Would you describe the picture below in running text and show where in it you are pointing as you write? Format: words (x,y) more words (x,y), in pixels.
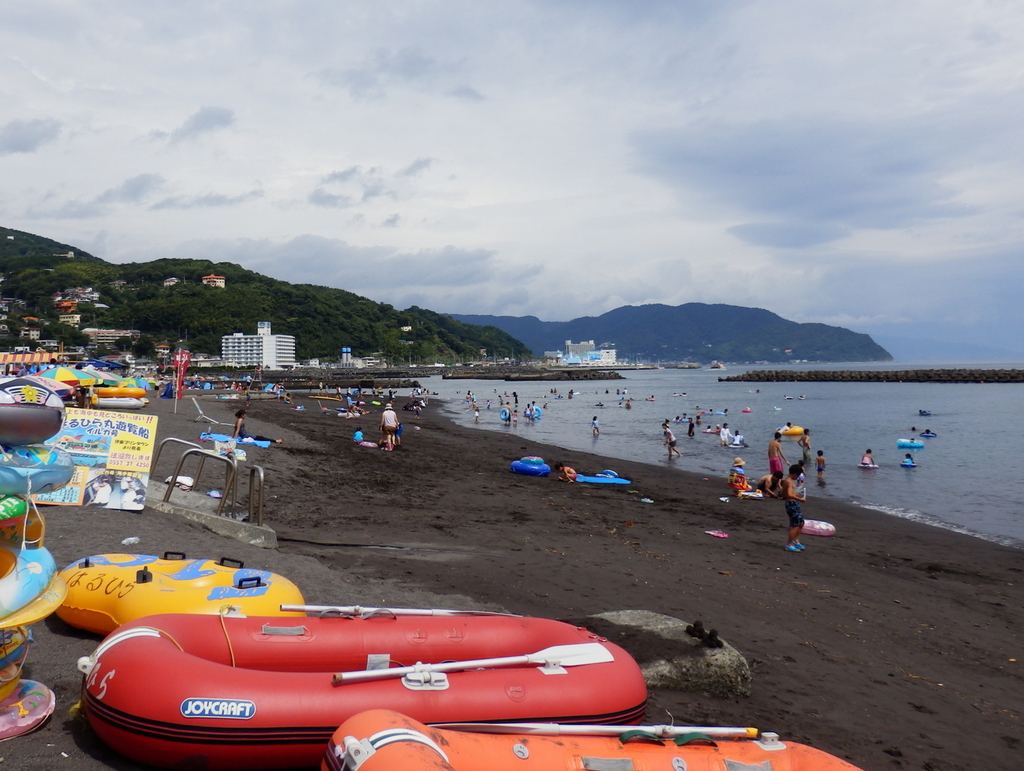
In the bottom left corner of the image (229,560) we can see some boats (242,562). In the middle of the image (358,333) few people (605,392) are standing, sitting, walking and we can see water (1004,460), trees (330,306), buildings (167,361) and hills (207,304). At the top of the image (851,113) we can see some clouds (29,38) in the sky (45,24).
